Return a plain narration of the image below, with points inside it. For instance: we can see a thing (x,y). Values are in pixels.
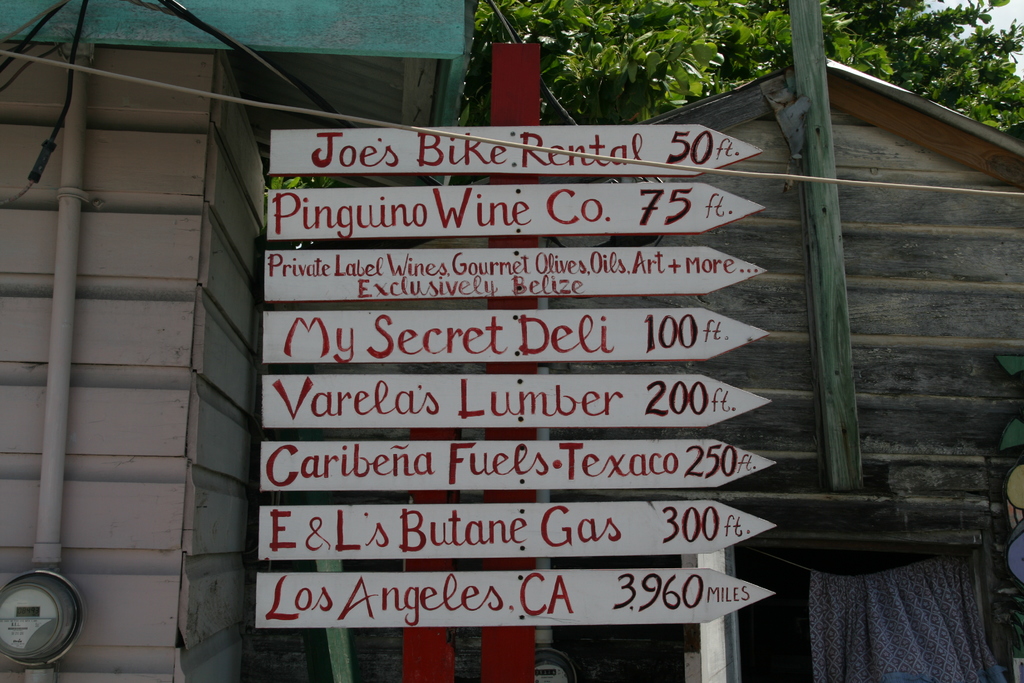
In the center of the image (511,341) we can see sign boards (404,474). In the background (274,570) we can see houses (111,342), tree (766,40) and sky (999,26).
